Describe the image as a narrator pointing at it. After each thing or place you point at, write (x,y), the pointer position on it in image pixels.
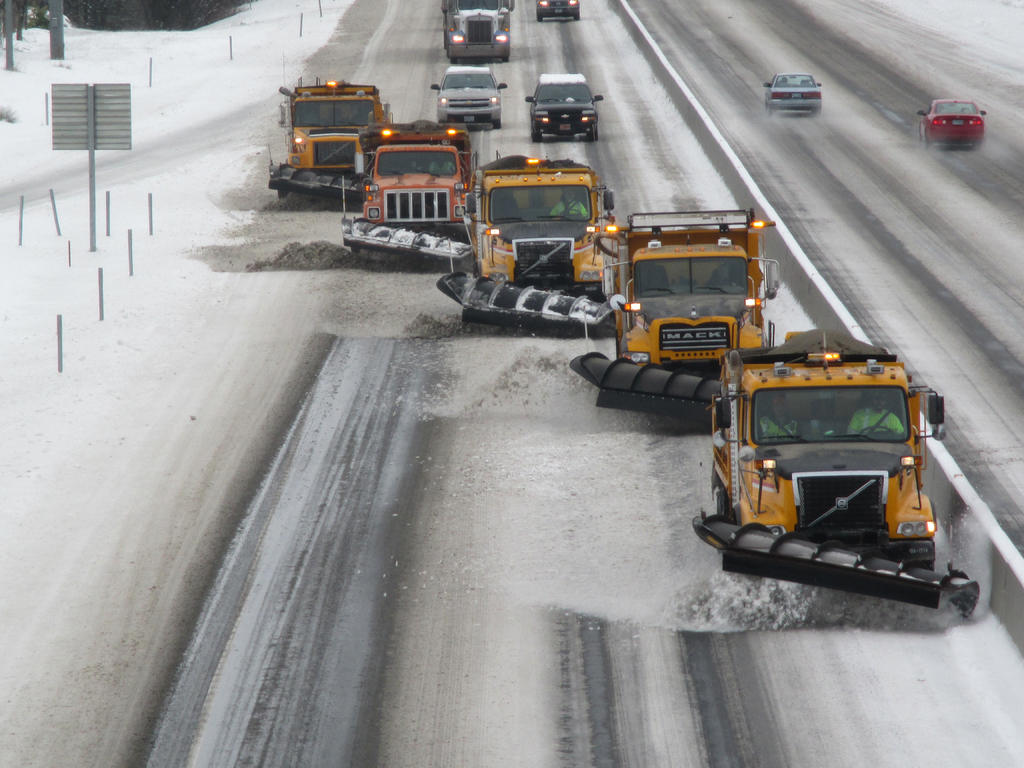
In this image there are some vehicles (579,200) are on the road (378,306) as we can see in the middle of this image (513,273) and there are two cars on the right side of this image (920,113), and there are some poles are on the top left side of this image (69,249).
